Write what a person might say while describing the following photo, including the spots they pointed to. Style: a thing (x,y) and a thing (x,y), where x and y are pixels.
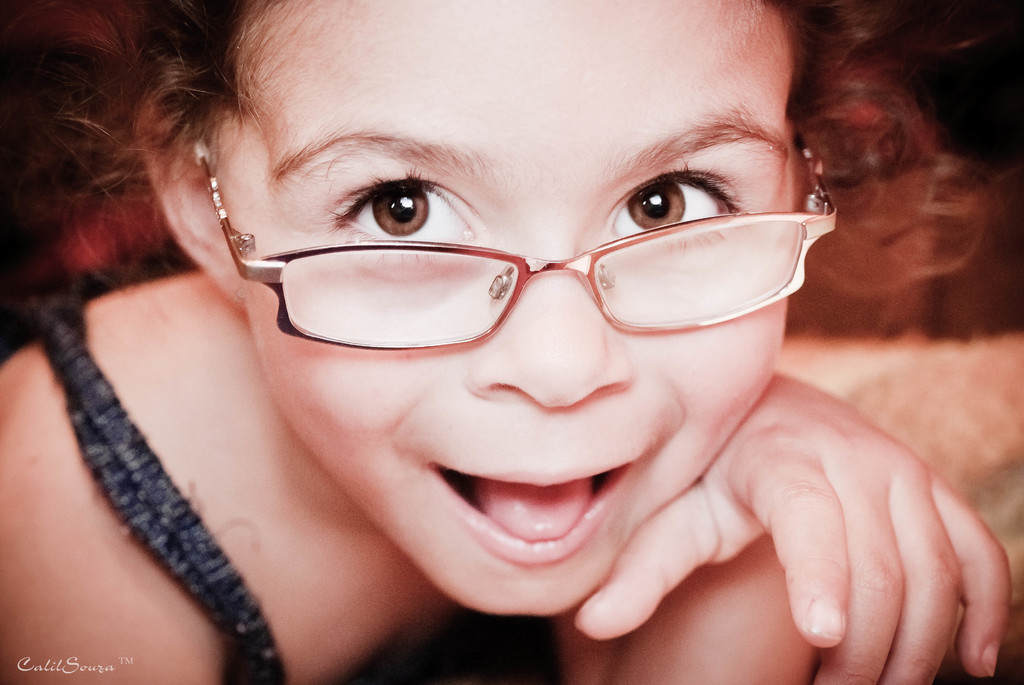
In this picture I can observe a girl (468,108). She is wearing spectacles (425,282). The girl (452,271) is smiling. On the bottom left side (60,665) I can observe watermark (100,660). The background (8,268) is blurred.
